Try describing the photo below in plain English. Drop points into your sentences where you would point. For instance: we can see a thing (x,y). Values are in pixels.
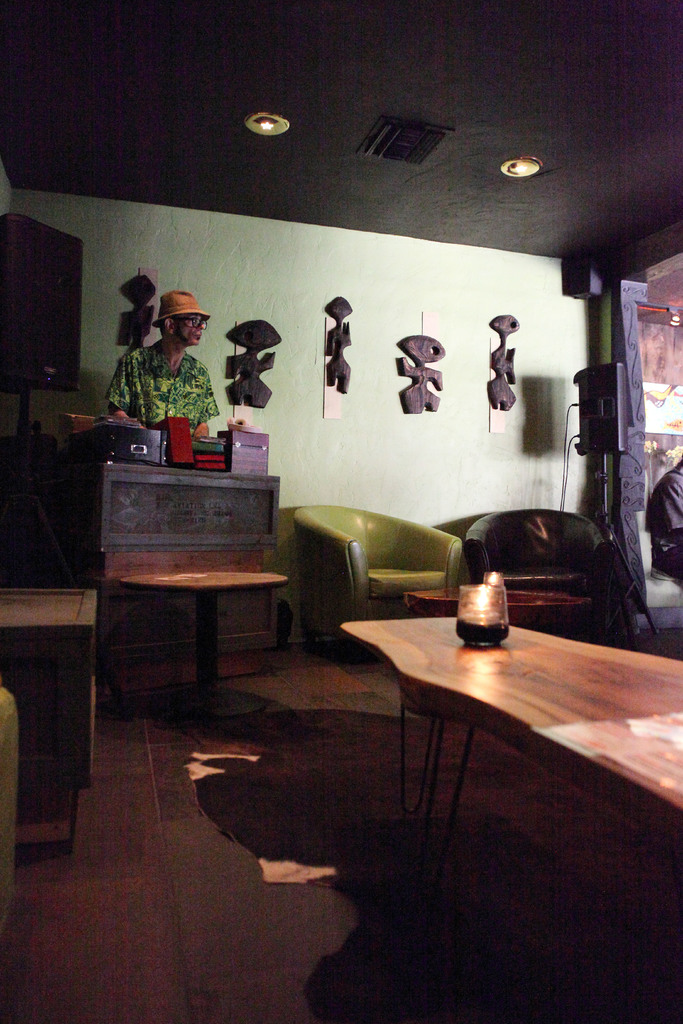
This is the picture taken in a room (205,685), the man (143,382) in floral shirt (166,392) was standing on floor (121,863). In front of the man (152,374) there is a table (152,511) on the table (167,525) there are some items (184,450) and also on the floor (401,810) there is other table (492,679) on top of the table (500,667) there is a glass lamp (481,605) and chairs (332,553). behind the man (163,371) there is a wall (396,438) with decorative items (427,372) and there is a ceiling lights (523,163) on the top (261,126).
